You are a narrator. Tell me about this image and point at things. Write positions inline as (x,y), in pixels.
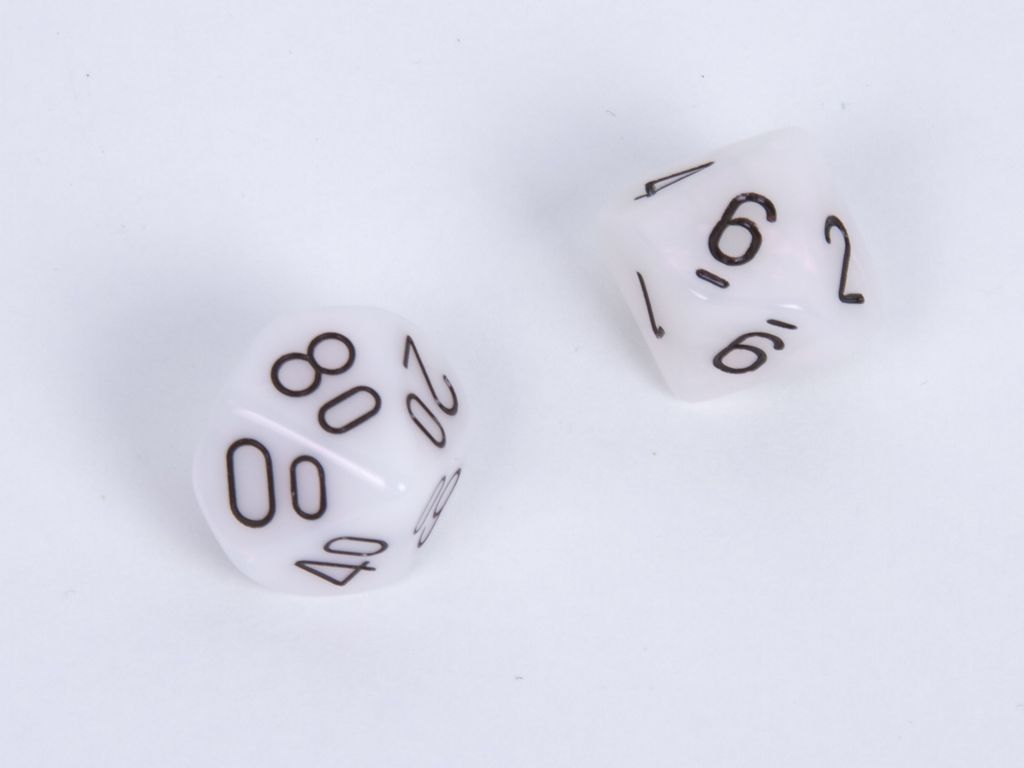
In this image there are two dice (316,379).
